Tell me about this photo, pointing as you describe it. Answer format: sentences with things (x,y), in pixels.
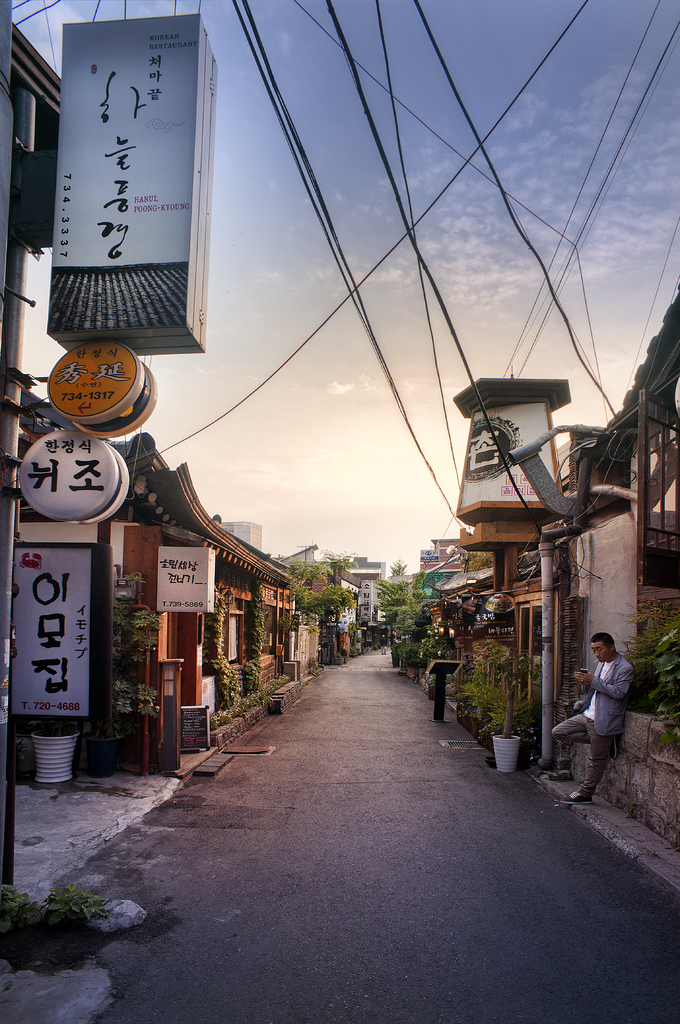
In this image I can see the road (333,843). To the side of the road (333,843) I can see the person (592,754) standing. I can also see the flower pots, many boards (101,580), poles (5,514) and the buildings (571,746). In the background (454,435) I can see the clouds (454,435) and the sky (375,388).
